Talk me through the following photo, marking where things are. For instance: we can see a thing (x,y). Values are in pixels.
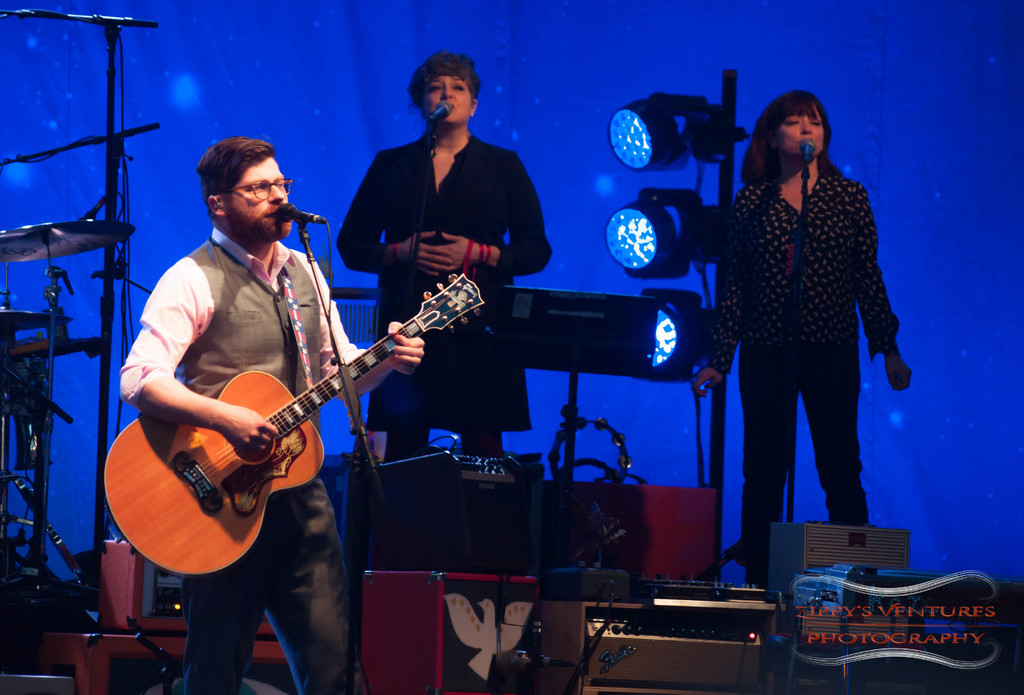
In this picture we can see three persons (174,370) standing in front of a mike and singing. this man (204,280) is playing guitar (230,396). These are lights (656,264). We can see electronic devices (570,634) and speakers (442,629) here. These are cymbals (82,232).
